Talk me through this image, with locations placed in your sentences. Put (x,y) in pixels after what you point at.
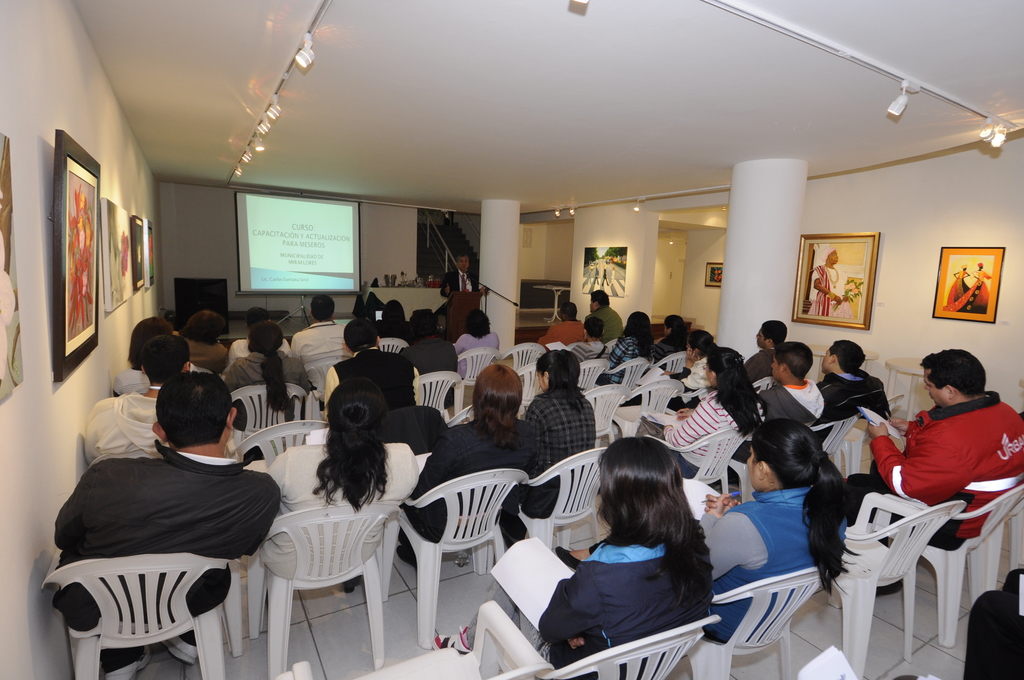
This picture describes about group of people (369,340), few (342,427) are seated on the chairs (519,474) and a man (465,282) is standing, in front of them we can see a projector screen (291,241), and we can find few paintings (133,271) on the wall (41,301), and also we can see few lights (306,57).
